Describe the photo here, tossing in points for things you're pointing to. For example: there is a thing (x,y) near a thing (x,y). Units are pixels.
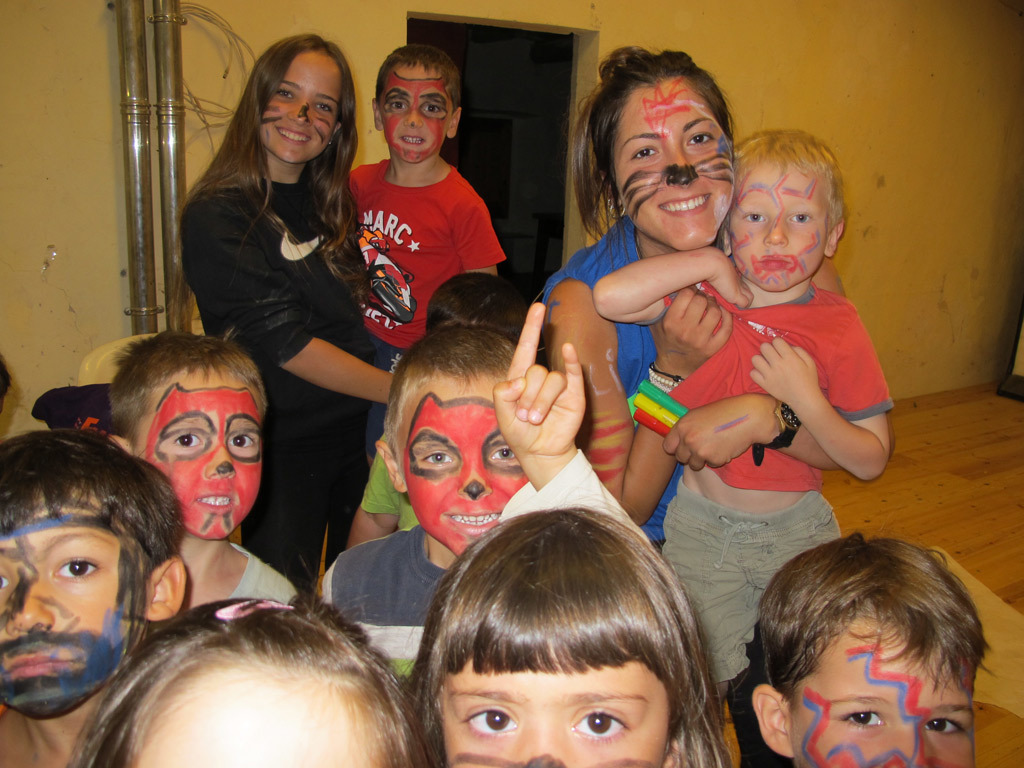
In this picture I can see the women (331,231) who are standing near to the children (209,488). In the back (532,223) I can see the pipe (147,225) and door (518,226).
